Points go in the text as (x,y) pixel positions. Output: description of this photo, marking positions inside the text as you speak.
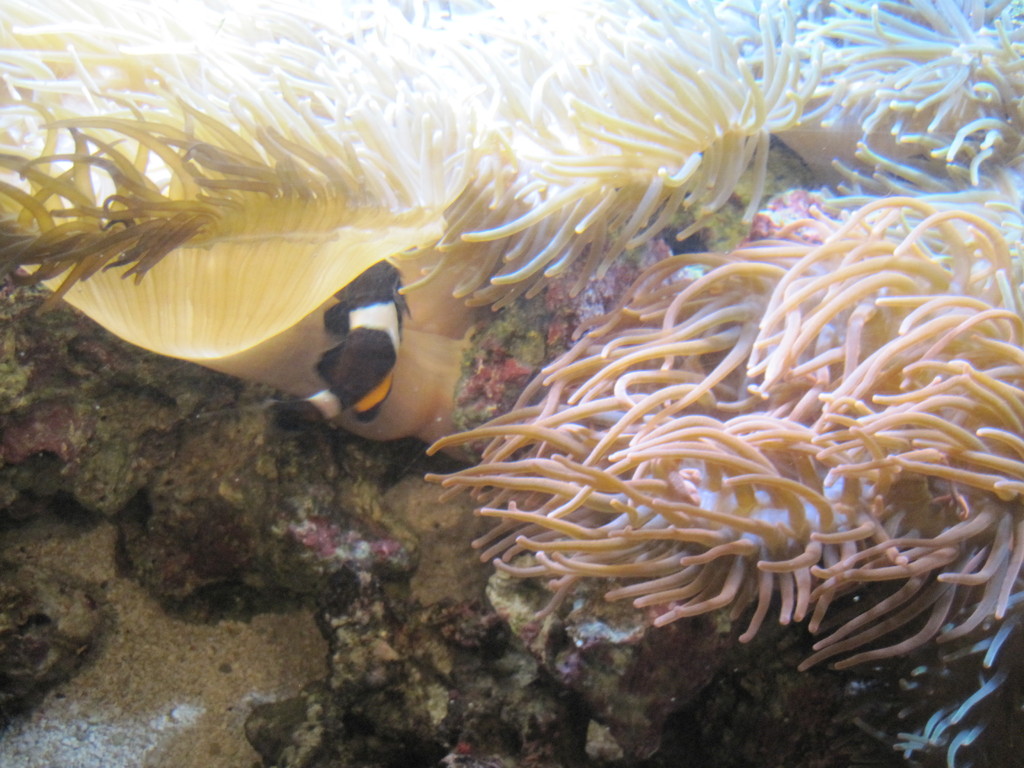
In this picture we can see underwater environment (504,420).
